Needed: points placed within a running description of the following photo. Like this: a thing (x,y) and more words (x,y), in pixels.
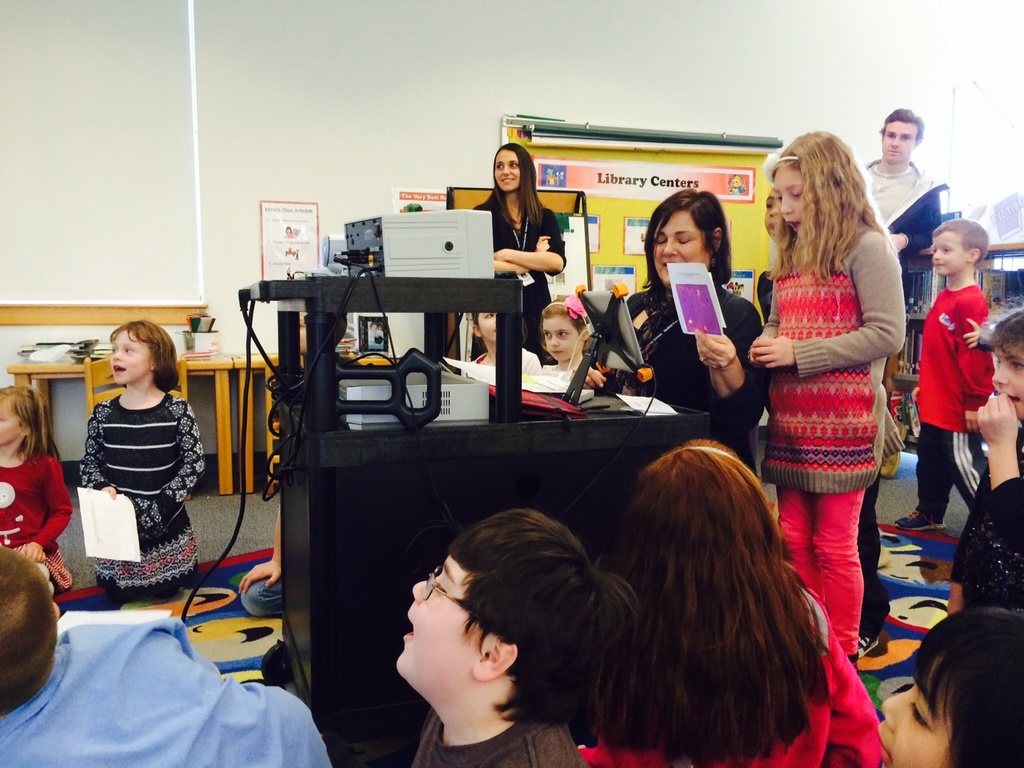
In the foreground of the image (940,657) there are kids (804,729). In the center of the image (556,505) there is a black color object (515,502). There is a lady (742,312) holding papers (702,314). Beside her there is a girl (790,283). In the background of the image (464,119) there is wall (569,54). There is a board (577,186). There are two people (884,224) standing. There are tables (18,371) on which there are objects (84,346).
